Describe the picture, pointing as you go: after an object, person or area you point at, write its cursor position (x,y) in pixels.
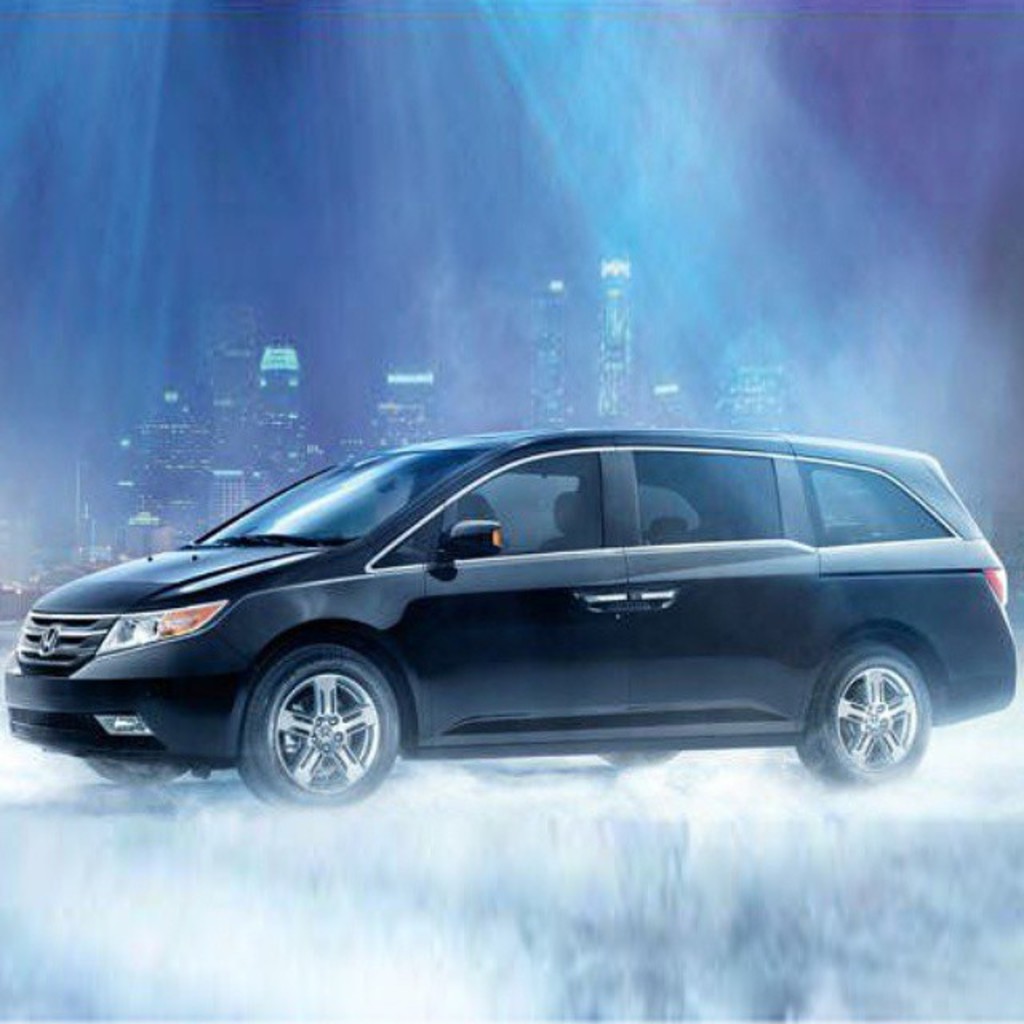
In the middle of the image (568,535) we can see a car (569,591), in the background (619,367) we can find few buildings (196,433) and lights (671,386).
